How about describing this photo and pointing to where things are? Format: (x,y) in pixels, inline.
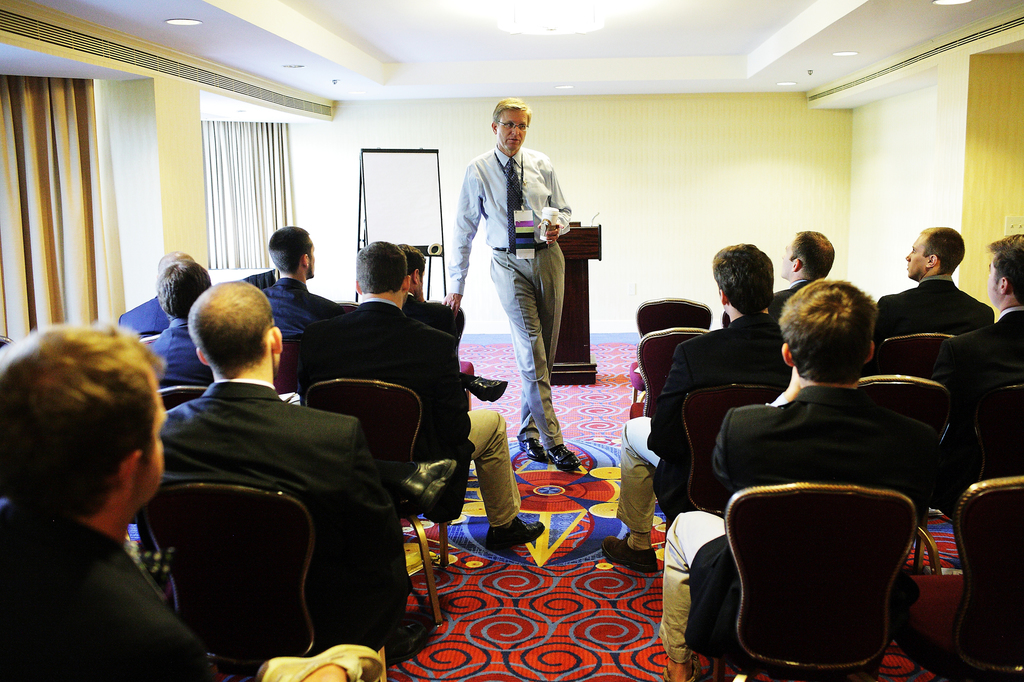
In this picture we can see a group of people (670,515) sitting on chairs (714,502) on the floor (614,472), one person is standing, he is wearing an id card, holding a glass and in the background (649,263) we can see a wall (665,221), curtains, lights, podium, stand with a board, roof (998,13) and some objects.
